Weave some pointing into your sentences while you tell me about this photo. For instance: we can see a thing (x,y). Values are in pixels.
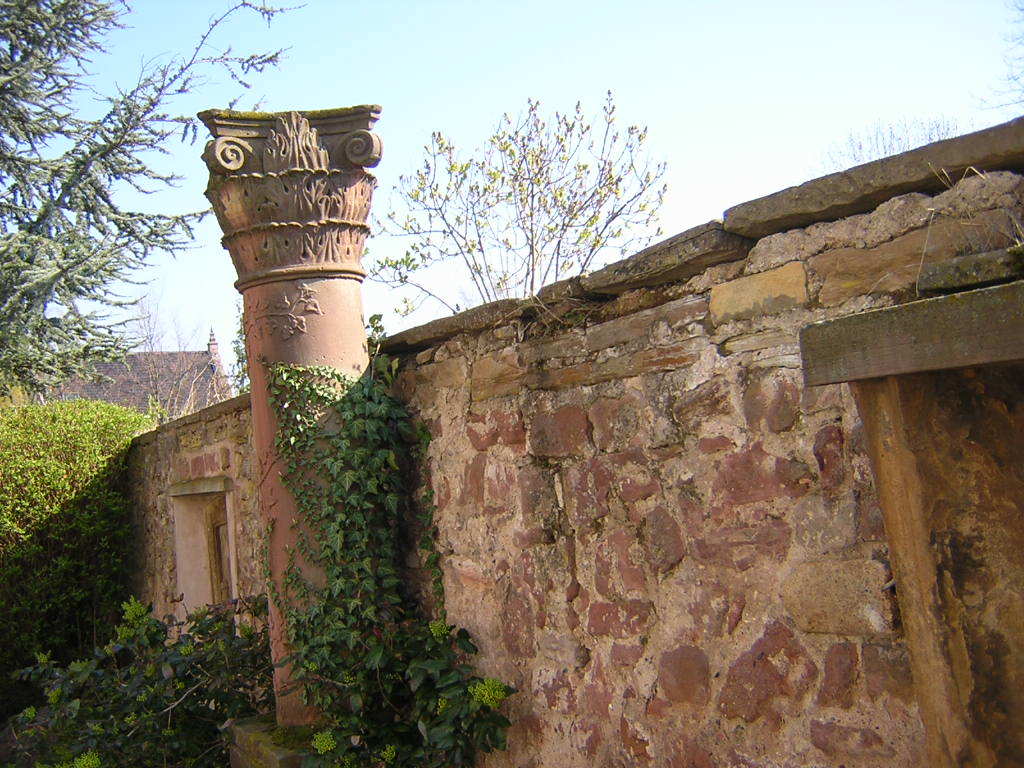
This picture is taken from outside of the city. In this image, in the middle (402,479), we can see a pillar (363,199) with some plants (338,544). On the left side (23,350), we can see some plants (55,268) and a house (208,363). On the right side (915,535), we can see a pillar (915,535), wood rod (850,367). In the background (496,338), we can see a wall (497,520) with some stones (250,482) and a door (206,524), plants (452,251), trees (898,137). At the top (570,51), we can see a sky (672,21), at the bottom (321,616), we can see some plants (130,718).
